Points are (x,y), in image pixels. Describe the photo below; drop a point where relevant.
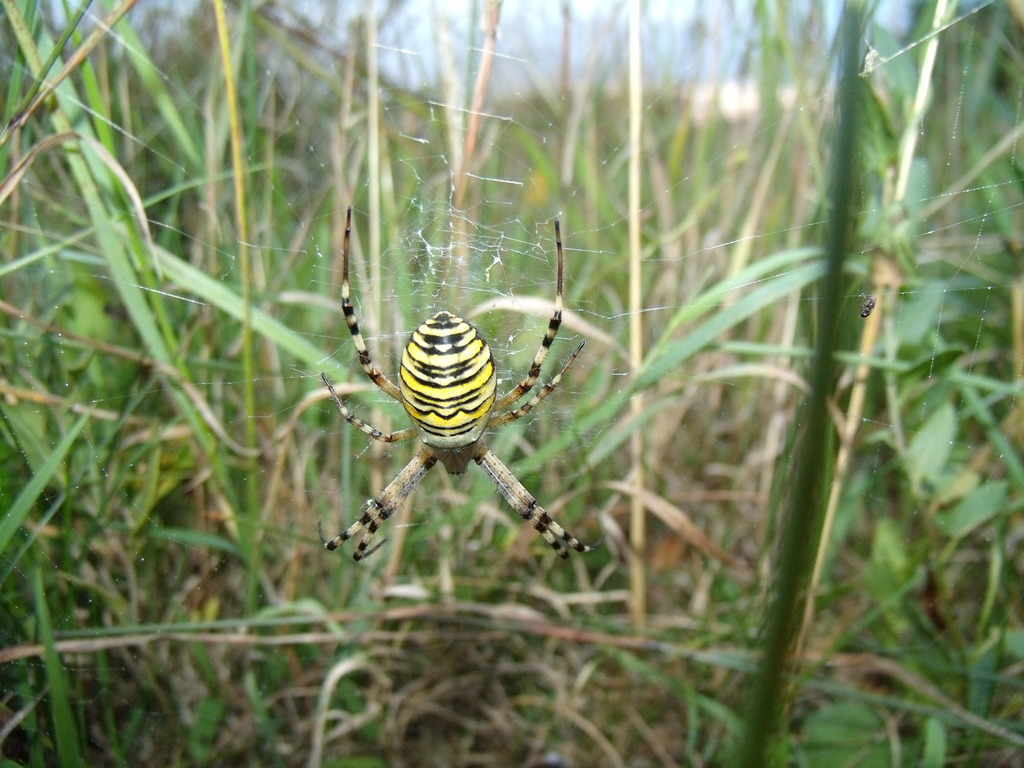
In this image we can see a spider (460,357) on the web (527,341). On the backside (679,417) we can see some plants (668,399) and the sky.
